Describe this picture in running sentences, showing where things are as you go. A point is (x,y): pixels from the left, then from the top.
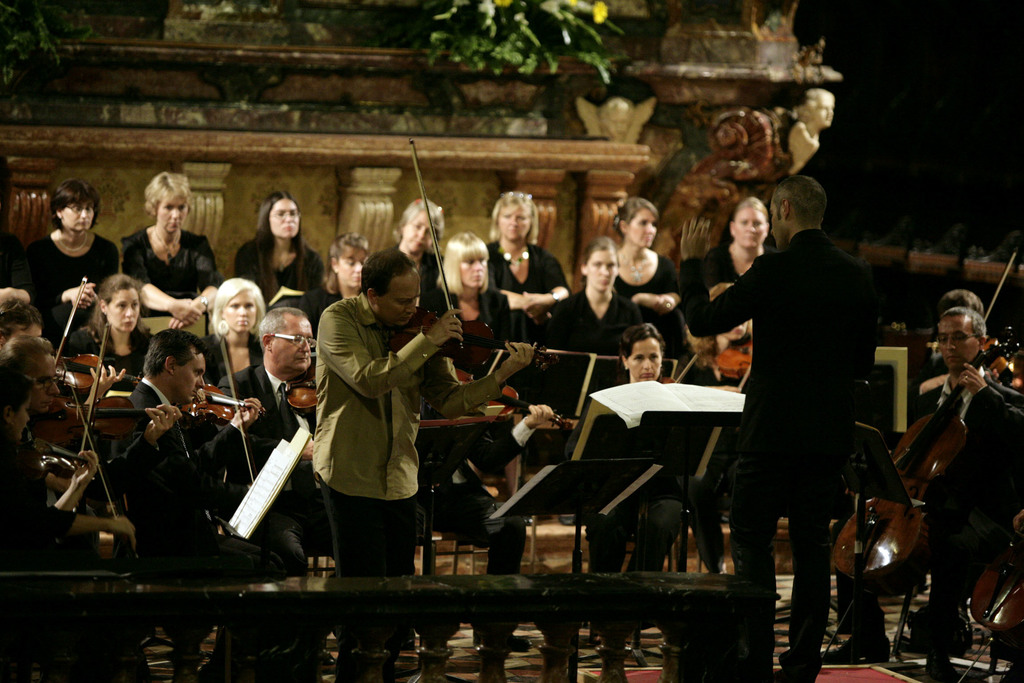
This picture is clicked in a musical concert. Here, we see most of the people (332,426) are holding violin (301,396) in their hands (151,422) and playing it. Man (774,405) in black blazer (764,312) is teaching them and he has a book (612,409) in front of him. Behind them, we see a pillar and wall (393,123) which is made of stone (293,153) and we even see flowers (540,45).
